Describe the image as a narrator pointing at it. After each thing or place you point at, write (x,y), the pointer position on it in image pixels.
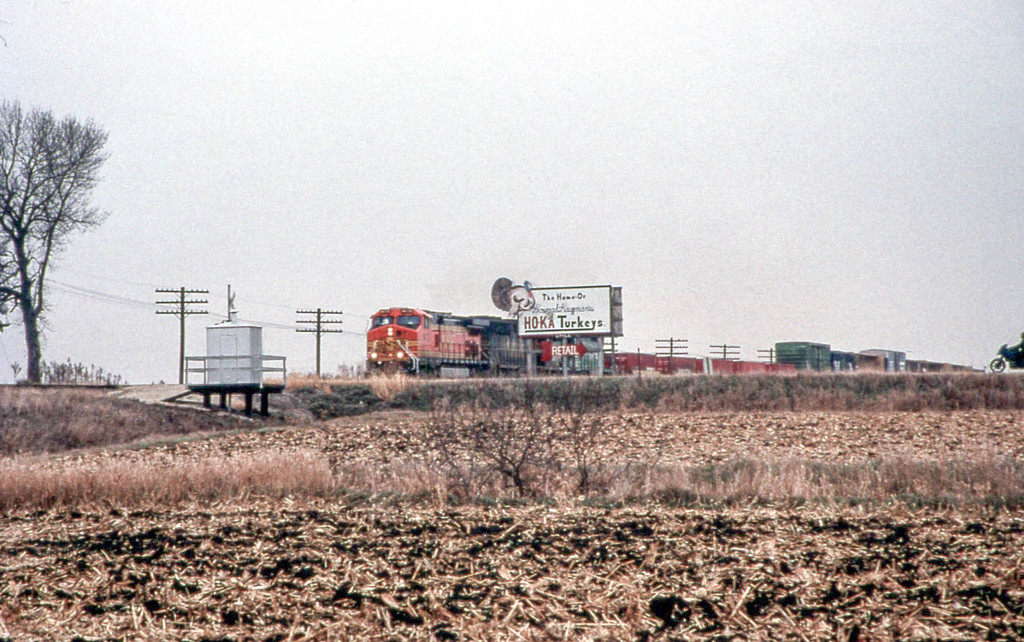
This image is taken outdoors. At the bottom of the image (322,550) there is a ground (849,568) with dry grass (229,488) and a few plants (707,481) on it. At the top of the image (491,140) there is the sky (676,166). In the middle of the image (451,340) a train (463,368) is moving on the track (441,376). There are a few poles (310,312) with wires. There is a board (522,302) with a text (527,325) on it. There is a transformer (251,355). There are a few plants (1002,396) on the ground (914,439). On the right side of the image (1012,357) there is a bike (1004,367). On the left side of the image (53,255) there is a tree (36,338).
